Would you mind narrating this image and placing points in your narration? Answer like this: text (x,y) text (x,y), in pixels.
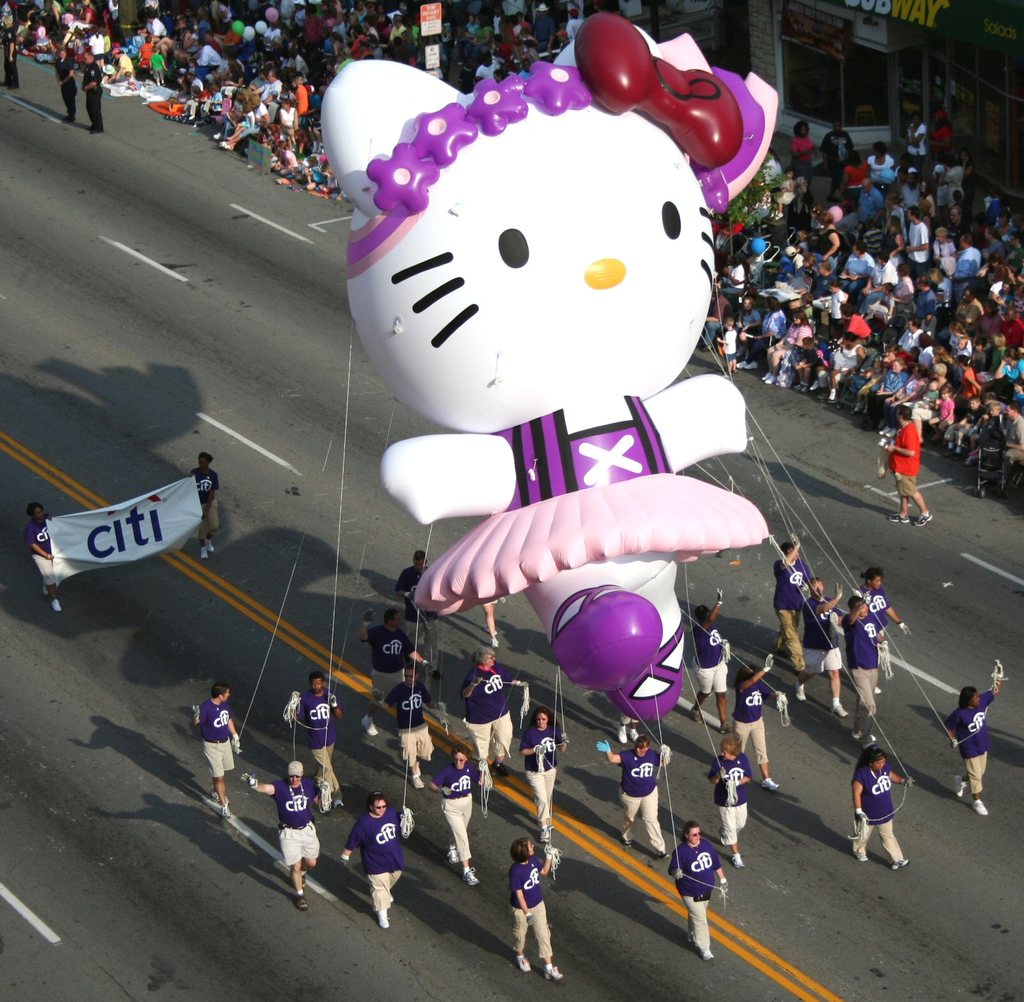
In this image there are group of people (851,613) walking, and they are holding some ropes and in the air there is an air balloon (513,488). In the background (199,488) there are some persons (213,488) who are holding some boards (136,518) and walking, on the right side (946,367) there are a group of people (952,333) who are sitting and watching them. At the bottom (493,840) there is road (837,845).
